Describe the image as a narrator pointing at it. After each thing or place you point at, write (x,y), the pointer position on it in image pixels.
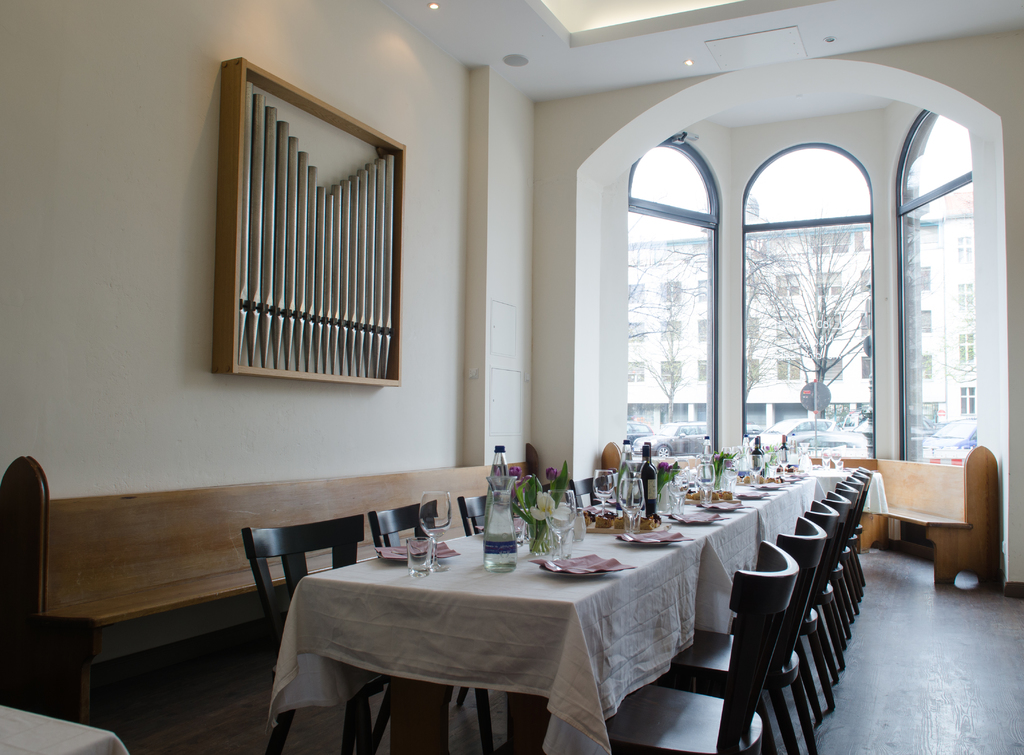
In this image, in the middle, we can see some tables (624,669) and chairs (701,713). On that table (602,574), we can see some white color, some glasses (553,512), plate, water bottle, flower pot (539,532), plant (557,492), flowers (536,517). On the left side (111,580), we can see a bench (91,623). On the right side (917,503), we can also see another bench (976,487). On the left side (226,88), we can see a wood frame (242,340) which is attached to a wall (451,374). In the background (844,328), we can see a glass window (799,328), outside of the glass window (782,388), we can see a tree (800,365) and a building (841,400).
